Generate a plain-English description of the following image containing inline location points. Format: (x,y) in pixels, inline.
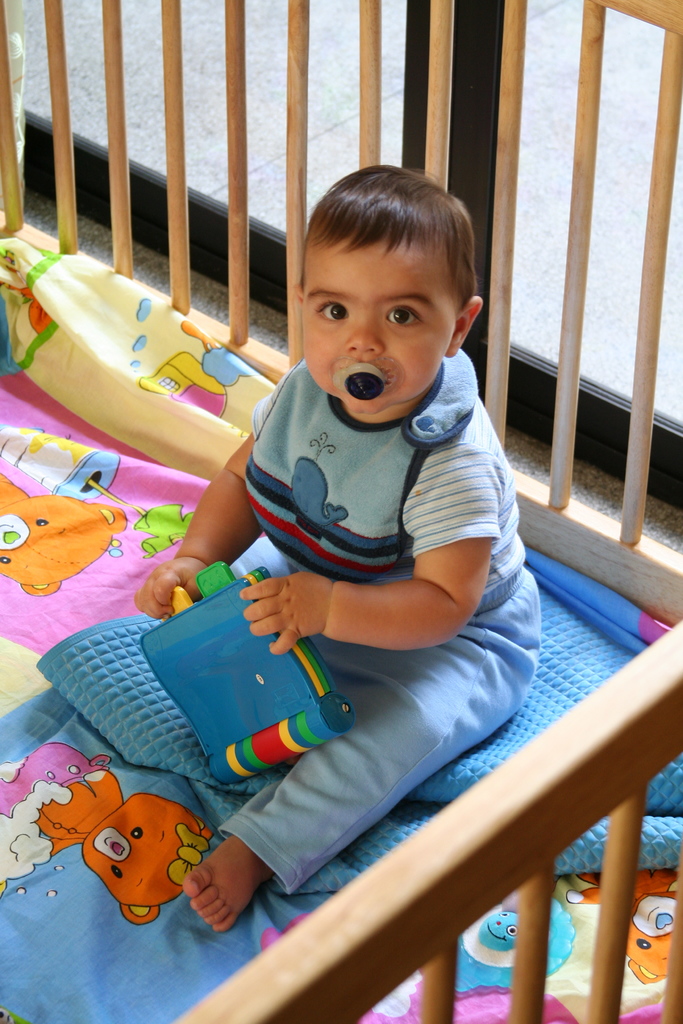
In this image we can see a baby (343,832) holding an object (180,649) which looks like a toy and we can see a baby bed (25,354) and there is a bed sheet (91,270) with some cartoon images (49,322).
